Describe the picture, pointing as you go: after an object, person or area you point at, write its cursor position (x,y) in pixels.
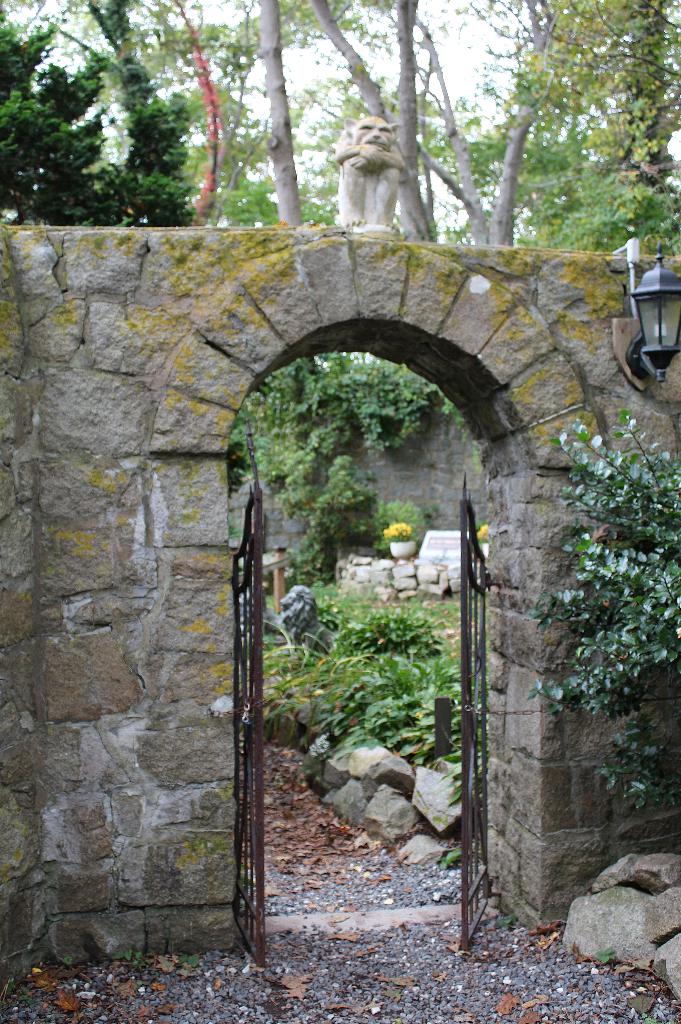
In this image, we can see some plants (379,407) and trees (601,143). There is a gate (482,654) in the middle of the image (238,660). There is a light (660,254) and branch (629,552) on the right side of the image (635,601).
